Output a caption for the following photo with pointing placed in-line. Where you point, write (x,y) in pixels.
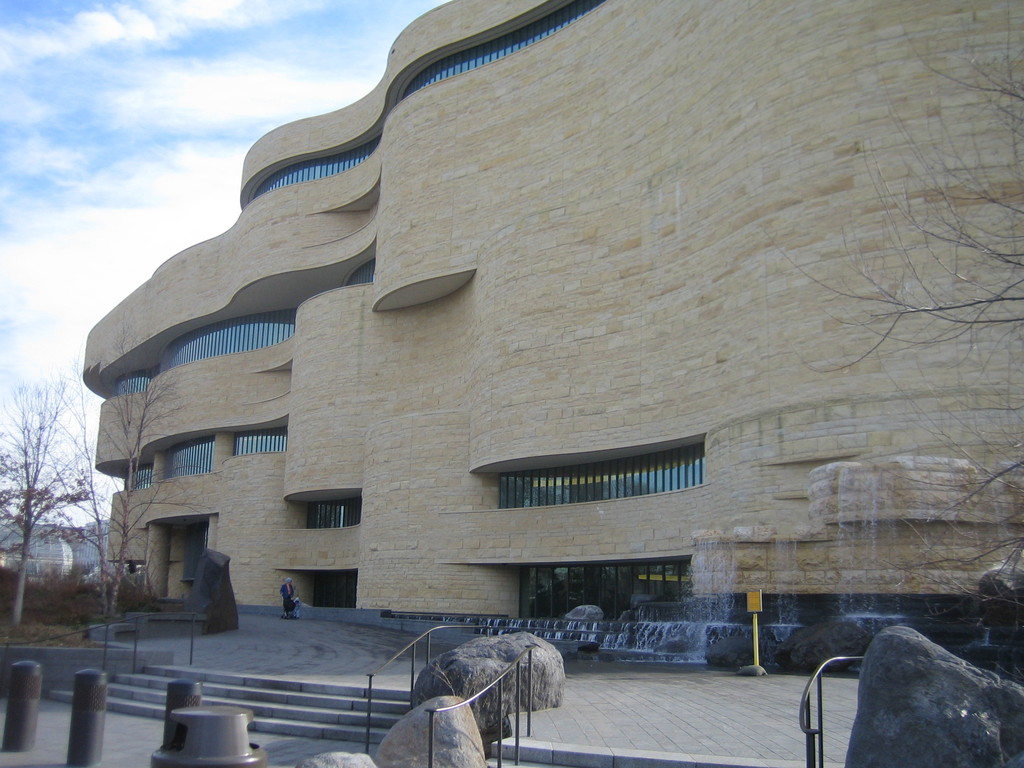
In the picture we can see a huge building (335,496) and near it we can see a path (601,679) with some water falls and a board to the pole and we can see a person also standing near the building (663,70) and we can also some steps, railing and besides it we can see some grass surface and dried trees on it and behind it we can see a sky (107,105).
